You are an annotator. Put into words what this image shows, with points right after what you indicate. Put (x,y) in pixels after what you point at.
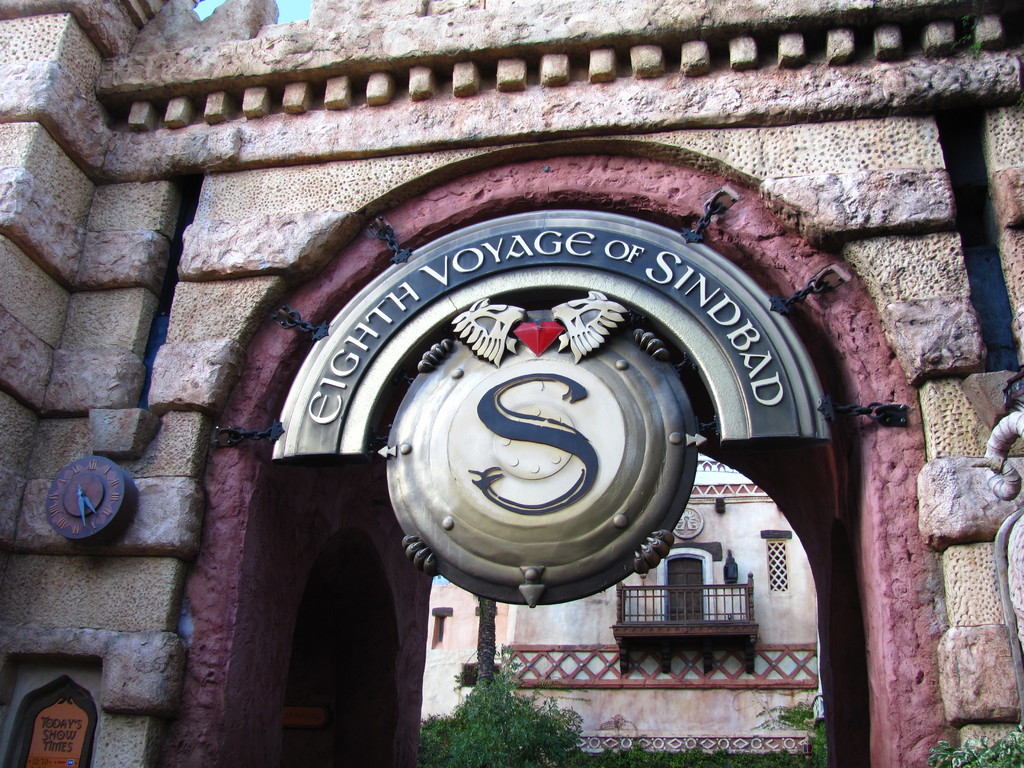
In the foreground of the picture (662,153) there is a wall (723,153) and board (566,363). In the center of the background (512,743) there are trees (503,734) and a building (643,653).
